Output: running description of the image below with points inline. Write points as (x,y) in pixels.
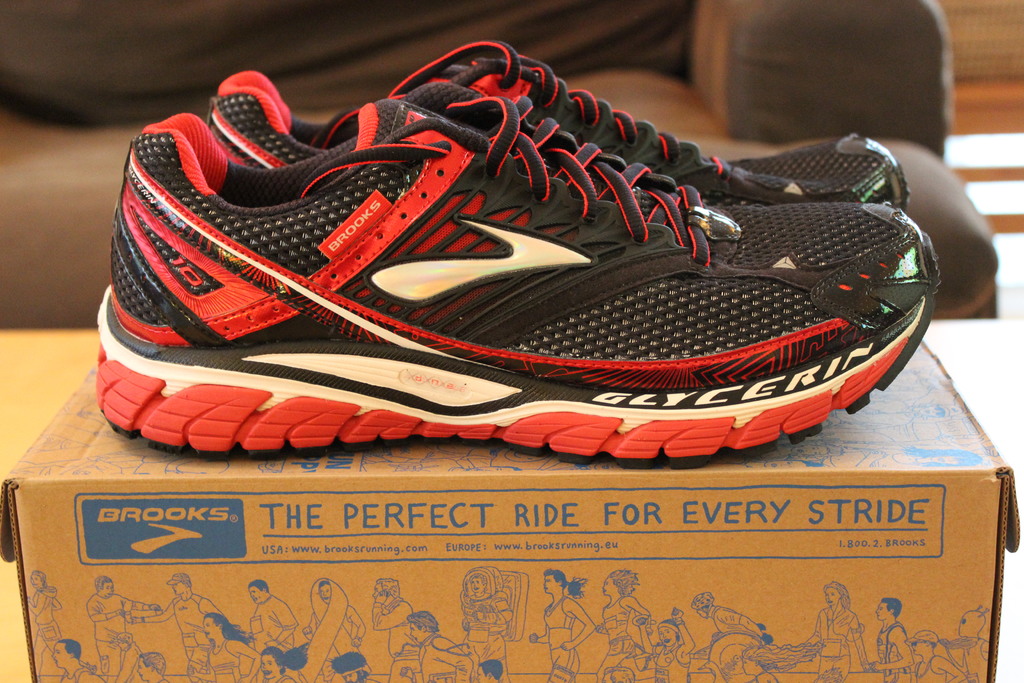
In this image we can see a pair of shoes (488,159) on the cardboard box (942,431) which is on the table (1001,417). In the background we can see the sofa (762,76).
